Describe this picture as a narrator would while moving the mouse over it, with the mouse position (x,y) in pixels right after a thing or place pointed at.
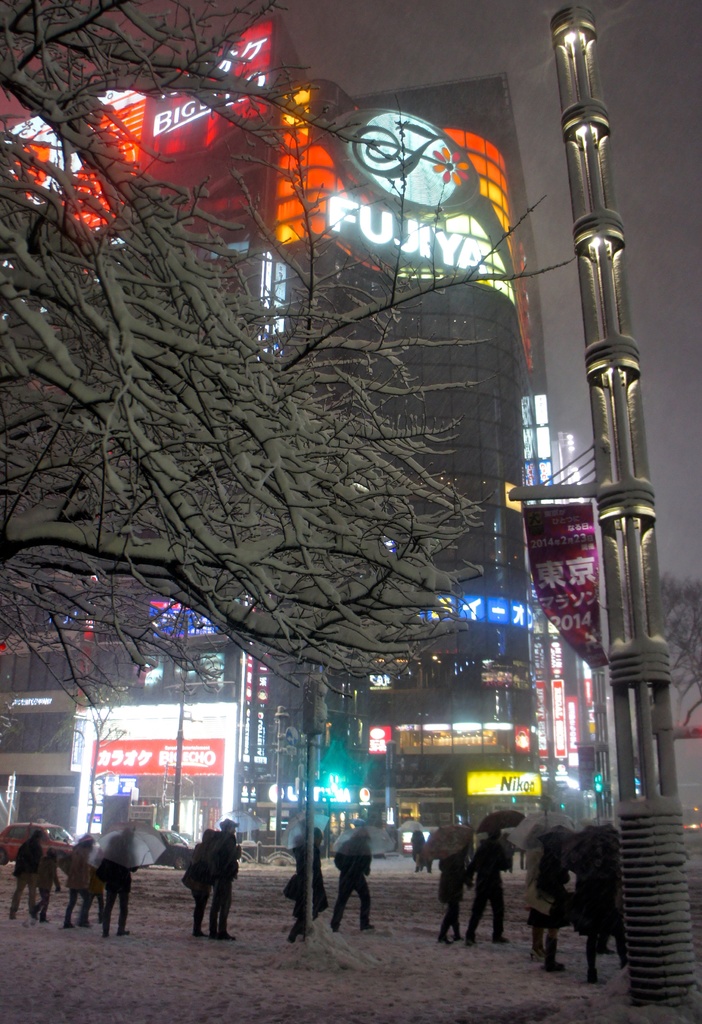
In this image we can see persons (314,855) standing on the road (402,893) by holding umbrellas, snow (163,945), trees (186,520), tower (587,274), buildings (209,129) and sky (668,329).
